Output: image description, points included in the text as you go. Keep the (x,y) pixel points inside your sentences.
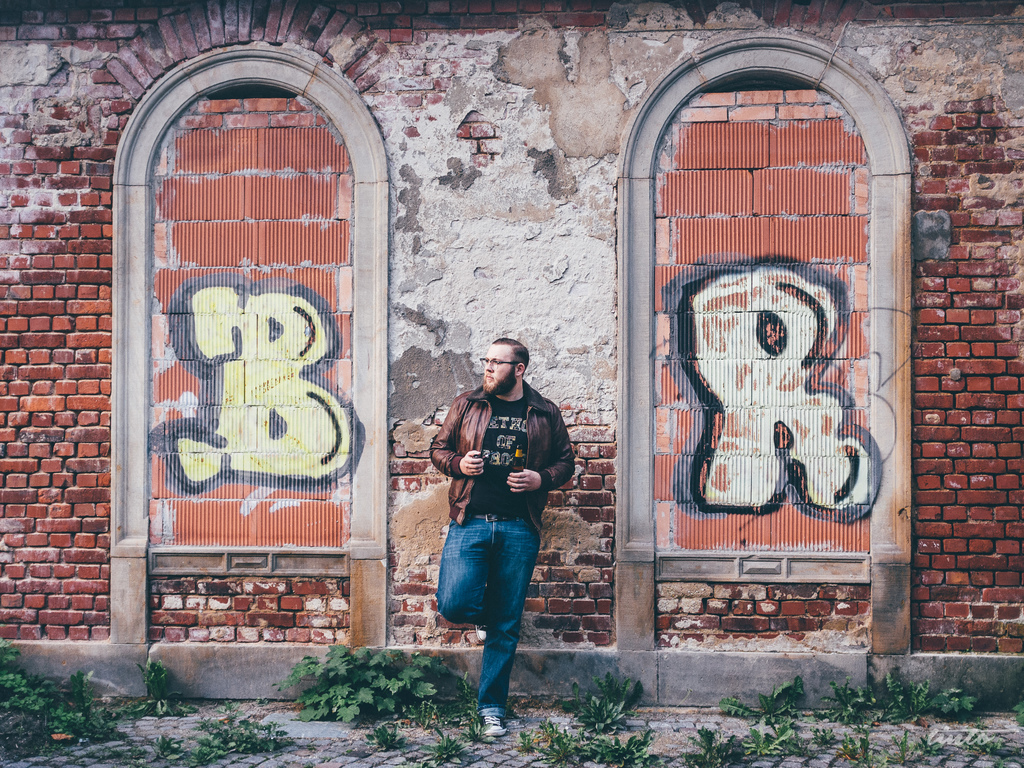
In this image I can see the person (487,693) standing and the person (496,506) is wearing black, brown and blue color dress (495,444). In the background (613,403) I can see the wall (611,331) and the wall (568,324) is in brown and white color, few plants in green color.
